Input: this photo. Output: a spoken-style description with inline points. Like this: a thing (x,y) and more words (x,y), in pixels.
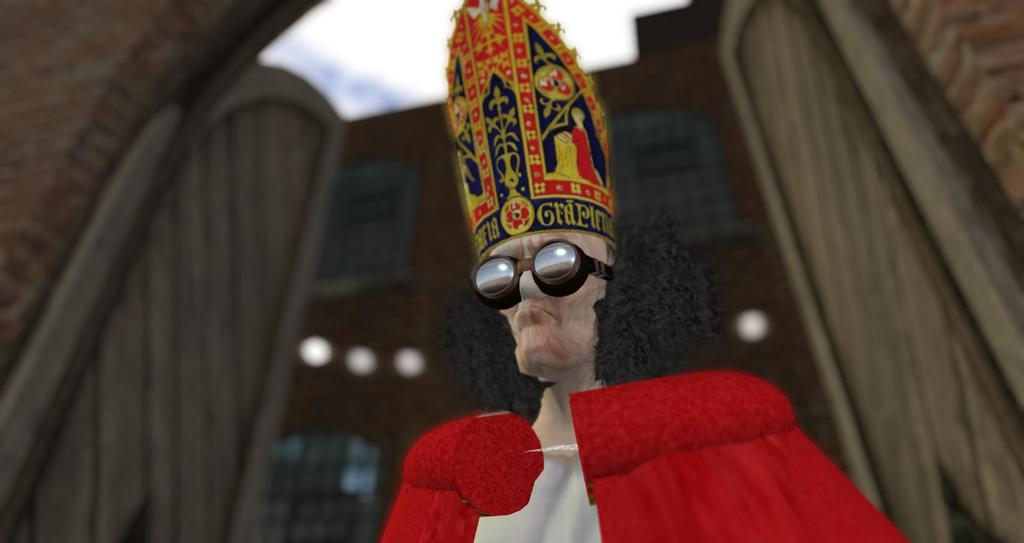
This is an animation and here we can see a person (523,305) wearing a cap (519,221) and glasses (506,297) and in the background (439,297), there are buildings (758,258).
